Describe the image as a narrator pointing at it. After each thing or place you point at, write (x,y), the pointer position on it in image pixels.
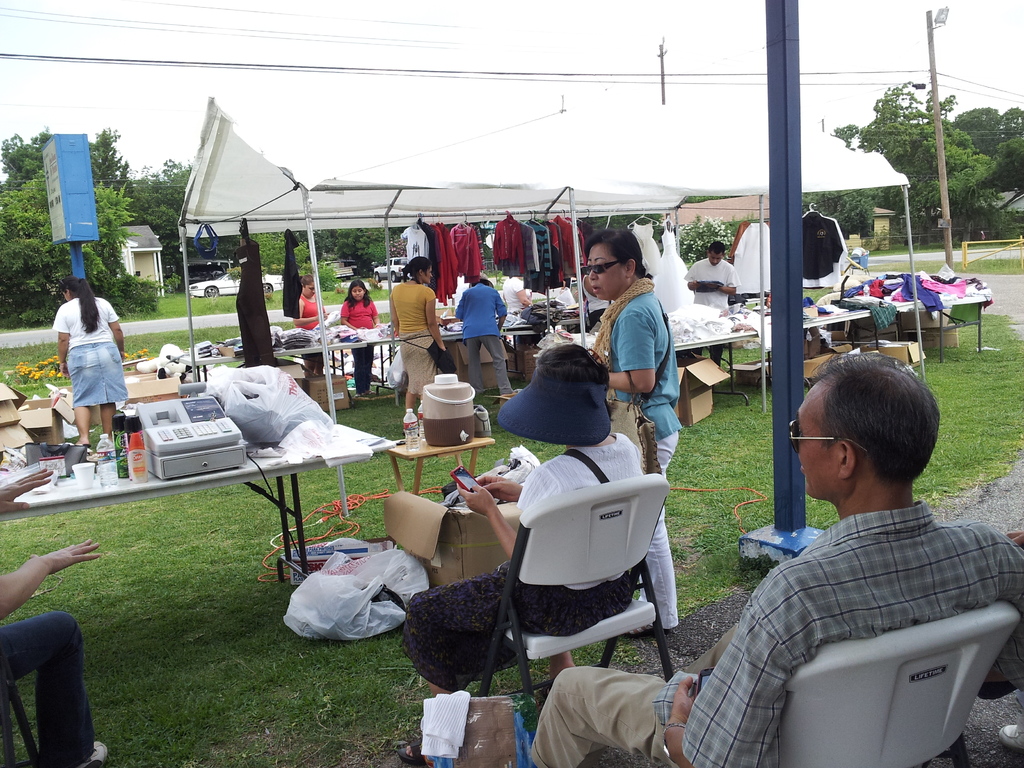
In this image I see people (710,260) in which few of them are sitting on chairs (780,731) and rest of them are standing, I can also see there are number of clothes (250,324) on the tables (235,358) and on the rods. I can also see few things (225,387) on this table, In the background (138,282) I see few cars (345,266), trees (227,253), poles (932,19) and the grass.
